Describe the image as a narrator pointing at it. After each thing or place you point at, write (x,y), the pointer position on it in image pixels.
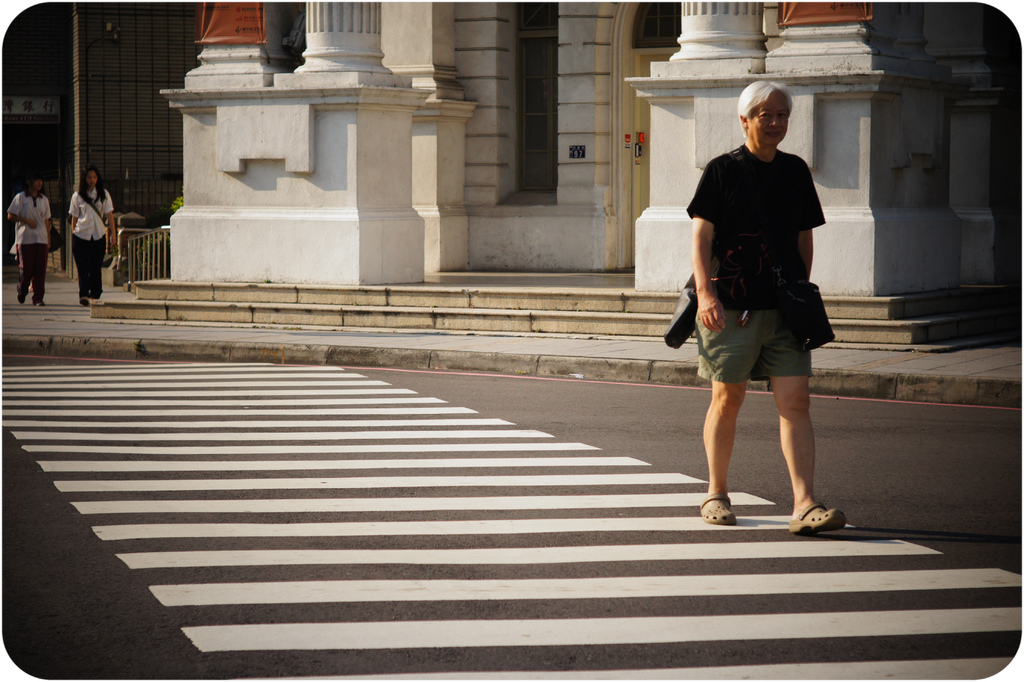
In this image we can see a person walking on the pathway (456,520). On the backside (38,251) we can see some people (33,263) walking and a building (479,169) with windows (537,62), pillars (456,156), staircase (510,305) and a fence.
